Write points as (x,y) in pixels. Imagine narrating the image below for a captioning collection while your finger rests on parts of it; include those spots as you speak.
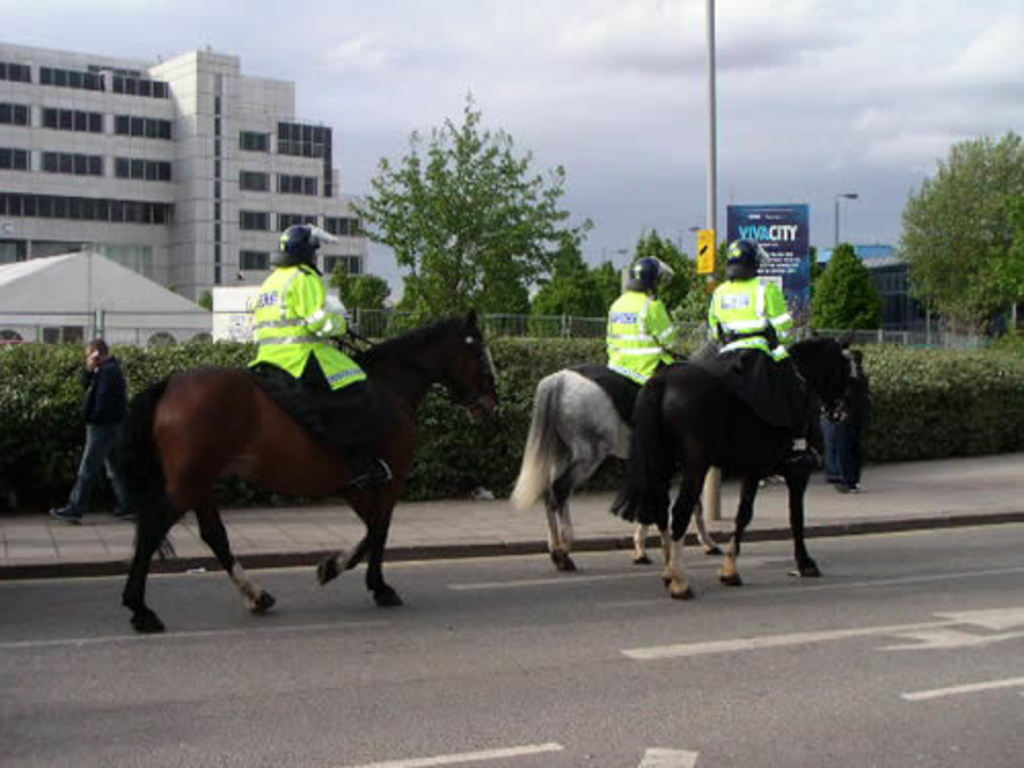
In this image I can see there are three persons (748,400) riding on the horse (737,409) on the road (271,610), in the middle (523,346) I can see bushes (11,428) and in front of the bushes (467,472) a person (86,398) walking on the divider (941,510) and at the top (483,112) I can see the sky (604,106), building (228,161), trees (952,232) and hoarding board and tent (11,318).
